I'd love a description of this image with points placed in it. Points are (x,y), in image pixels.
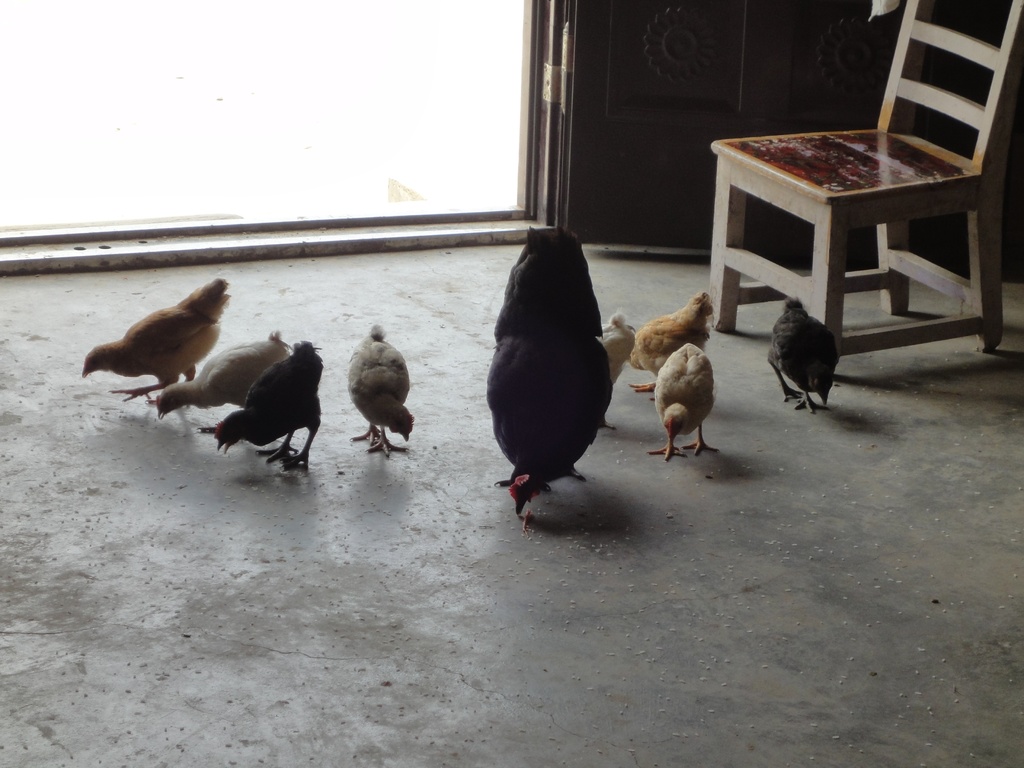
There is a room (464,341). There are hens (773,349) in the room (755,337).
